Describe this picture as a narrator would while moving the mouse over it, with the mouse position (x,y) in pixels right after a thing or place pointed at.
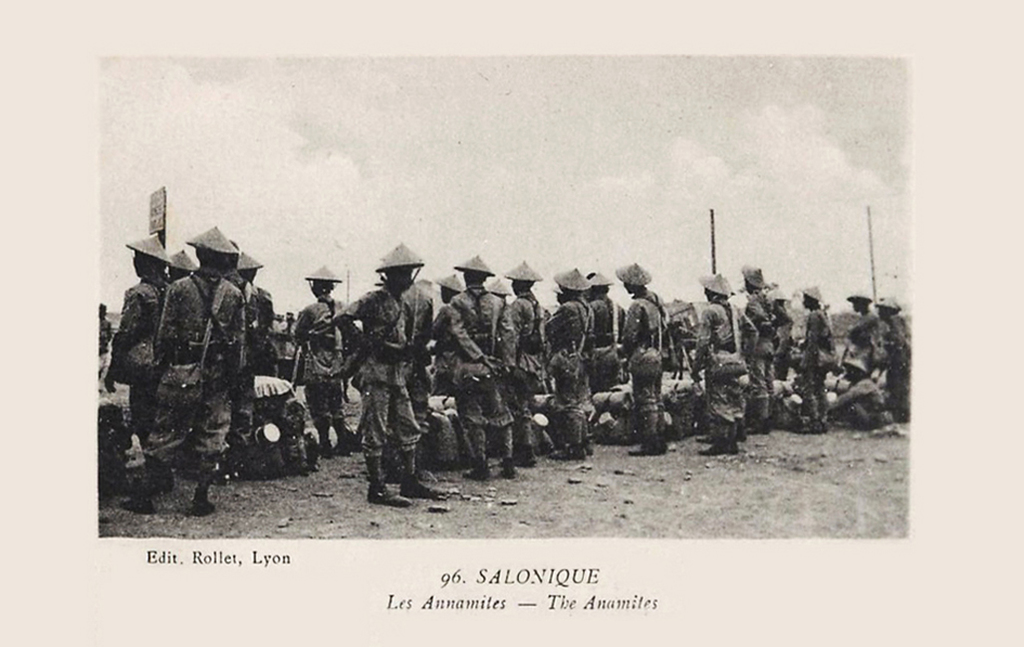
This picture is might be a photo frame and the picture is also a black and white image. In this image, we can see a group of people (301,347) wearing caps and carrying bags (733,367). On the top (651,167), we can see a sky (648,185).
